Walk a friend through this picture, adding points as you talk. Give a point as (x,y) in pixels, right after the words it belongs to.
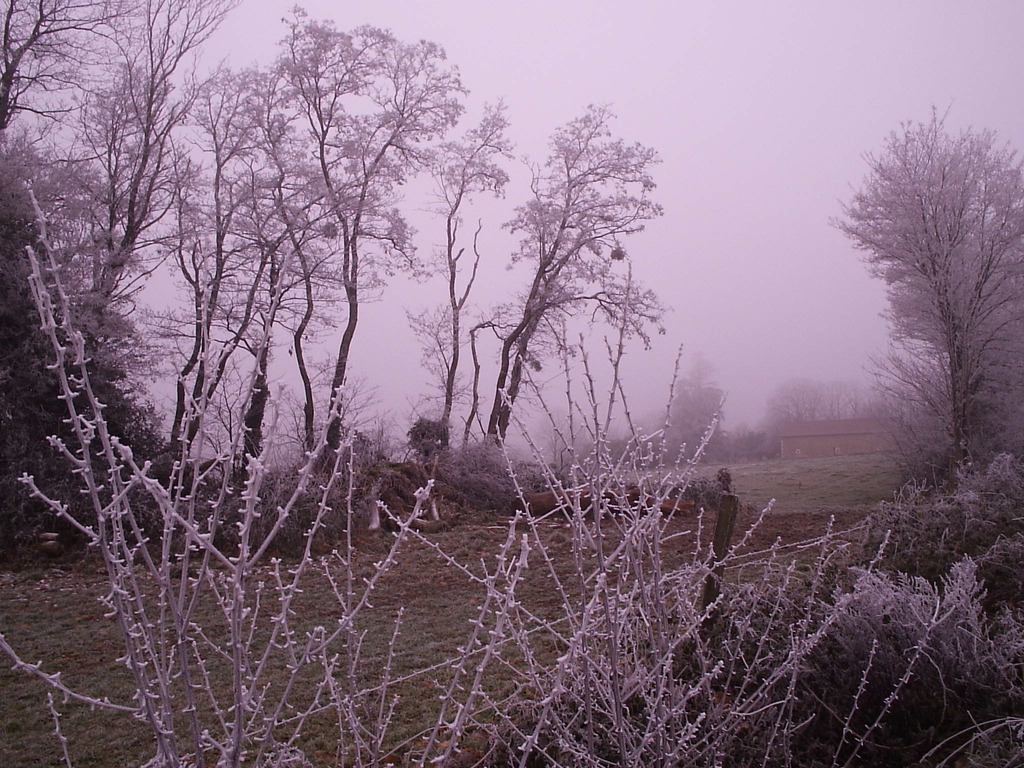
In this picture we can see tree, grass (479,687), houses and we can see snow (206,276).
